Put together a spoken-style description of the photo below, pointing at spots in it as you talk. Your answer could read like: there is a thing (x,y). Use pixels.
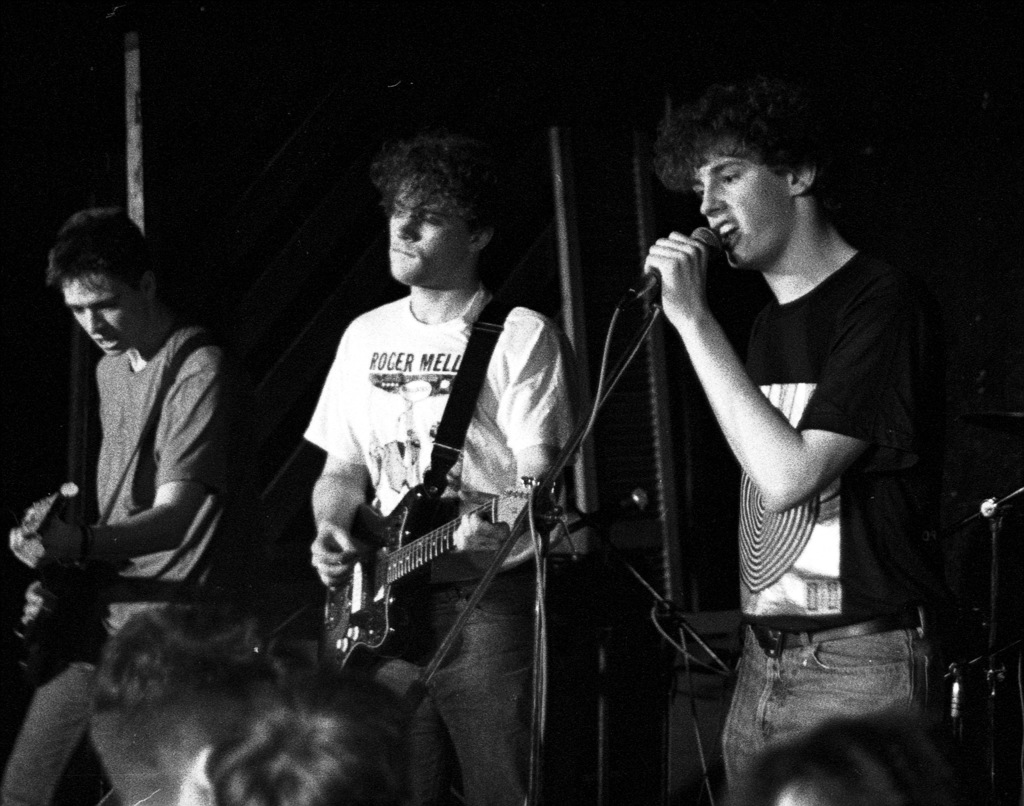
It is a black and white picture where three people (515,653) are standing on the stage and performing and in front of them there are crowd (341,735), in the middle of the picture (443,404) one person (437,419) is playing a guitar (385,586) and at the right corner of the picture (766,421) one person (929,512) is singing in the microphone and left corner of the picture (81,592) another person (192,504) is wearing guitar (23,639).
